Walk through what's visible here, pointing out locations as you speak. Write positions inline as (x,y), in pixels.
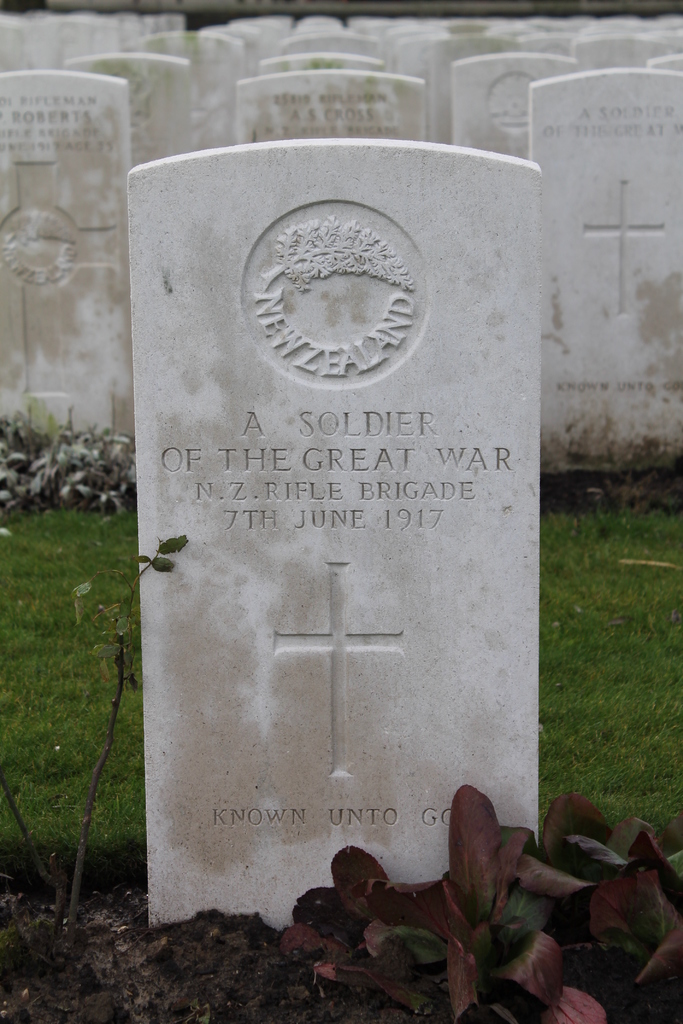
In this picture I can see tombstones (253,619), grass (135,546) and there are plants (513,834).
